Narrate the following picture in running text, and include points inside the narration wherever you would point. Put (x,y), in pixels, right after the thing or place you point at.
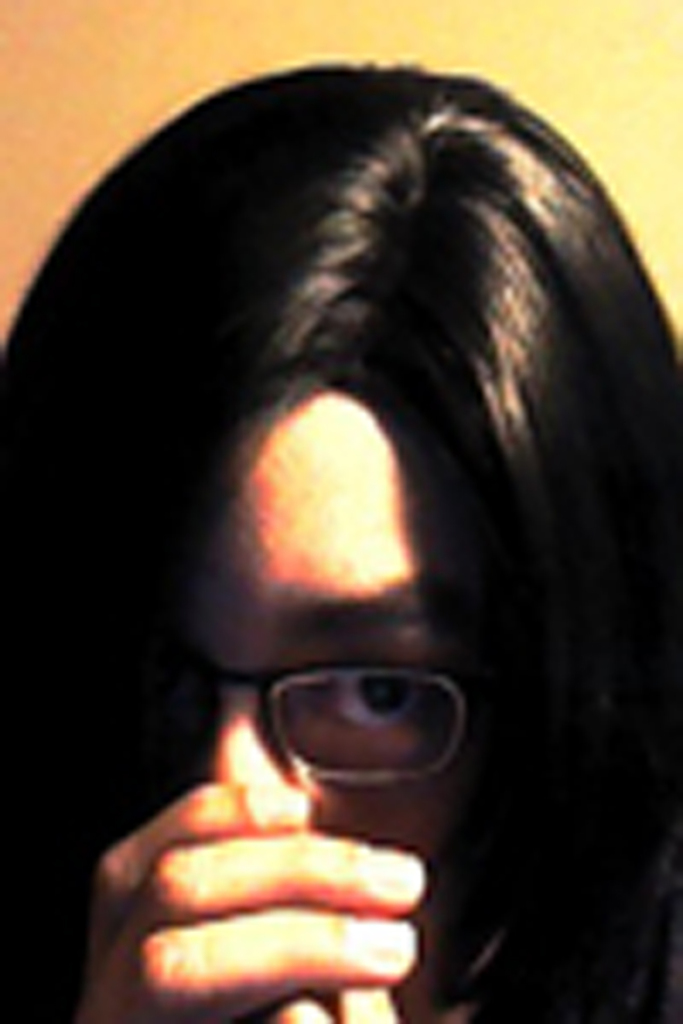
In this image we can see a lady (318,532), and the background (607,107) is blurred.
